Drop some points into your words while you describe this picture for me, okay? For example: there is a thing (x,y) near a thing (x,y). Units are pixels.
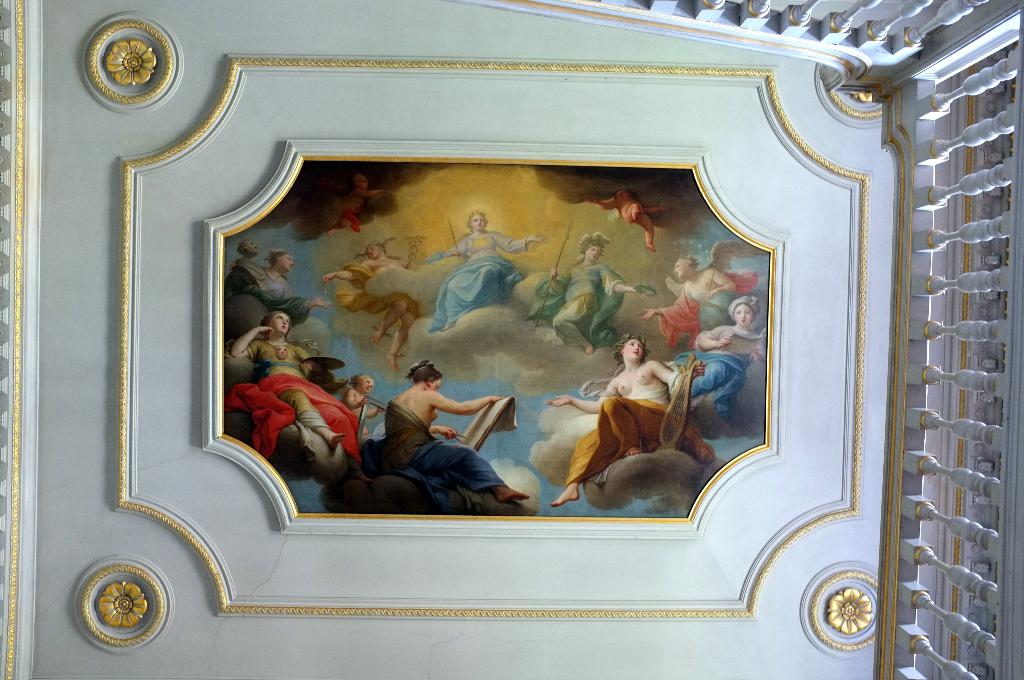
In the image it seems like a roof (170,174) and at the centre of the roof (300,80) there is some photo (407,366) and on the right side (808,6) there is a railing (707,2).
